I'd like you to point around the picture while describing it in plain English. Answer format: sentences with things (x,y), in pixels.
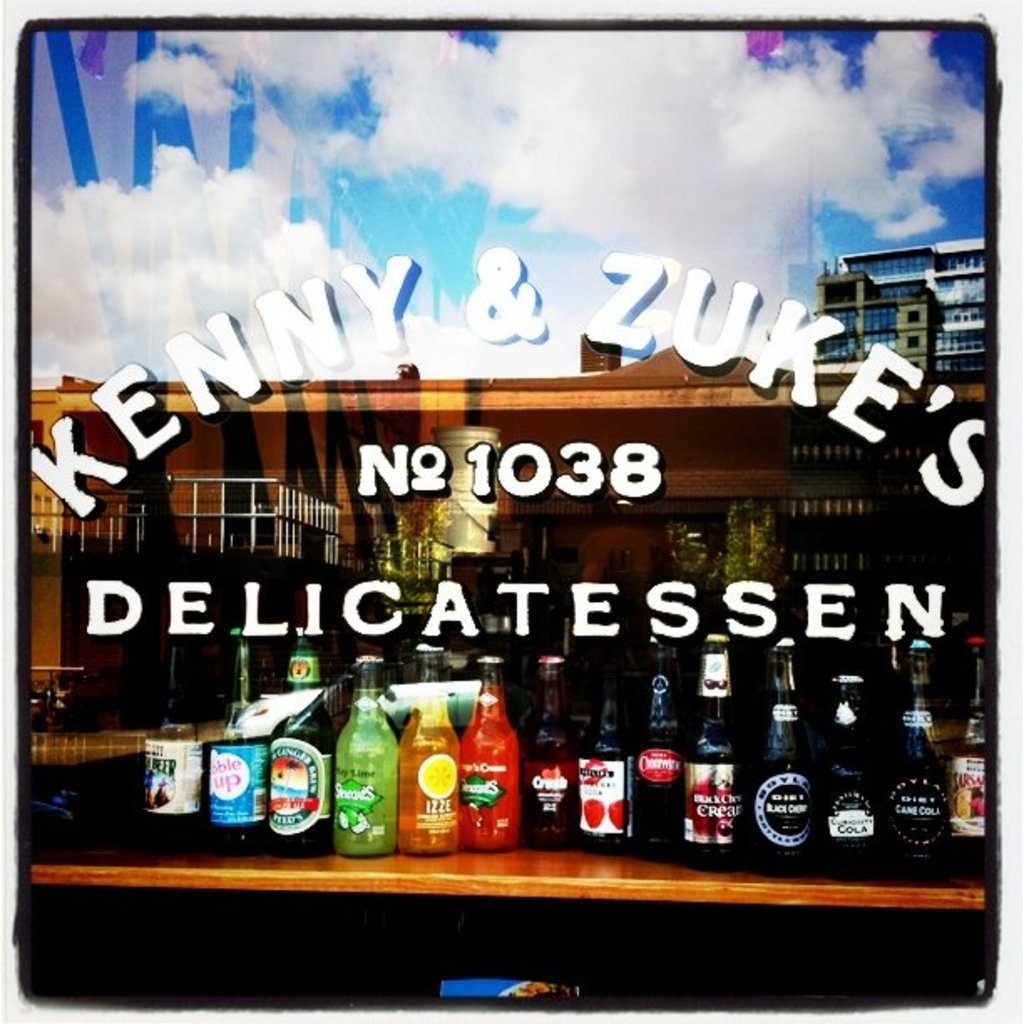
These are the bottles (765,868) on the table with labels (793,818) on it.
